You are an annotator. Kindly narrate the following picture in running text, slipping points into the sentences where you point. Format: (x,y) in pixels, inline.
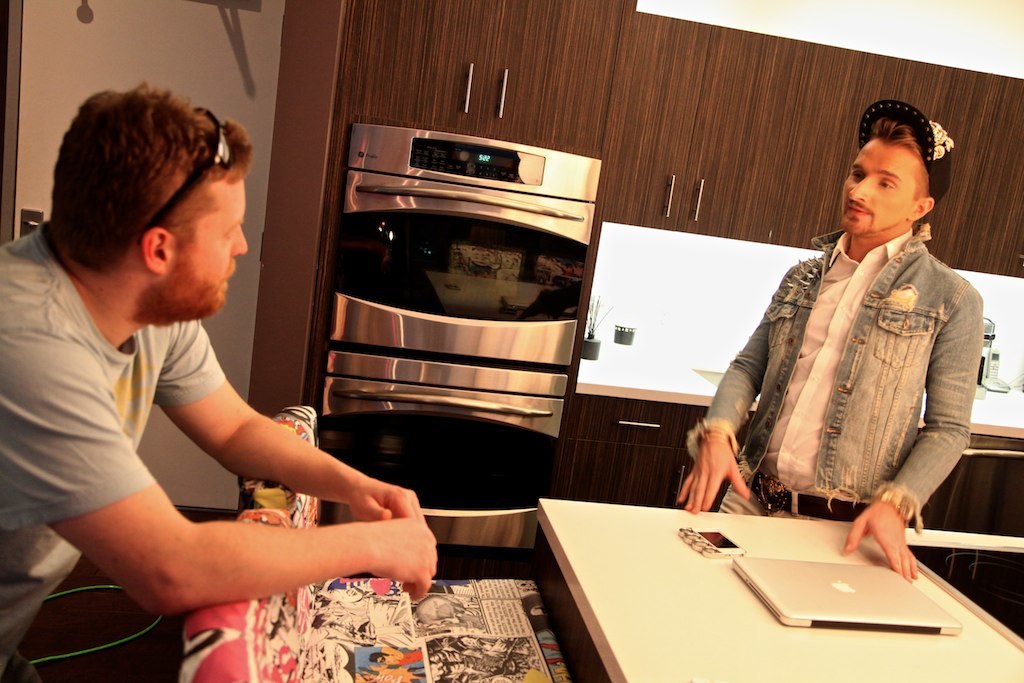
In this image, in the right side (724,637) there is a table (622,568) which is in white color, on that table (863,643) there is a laptop (893,631) which is in white color, there is a mobile (689,535) on the table (764,553), in the left side (68,408) there is a man (60,504) sitting and in the right side (873,414) there is a man (695,443) standing, in the background (568,481) there are brown color doors (460,105), there is a white color door (234,68) in the left side (104,69).
